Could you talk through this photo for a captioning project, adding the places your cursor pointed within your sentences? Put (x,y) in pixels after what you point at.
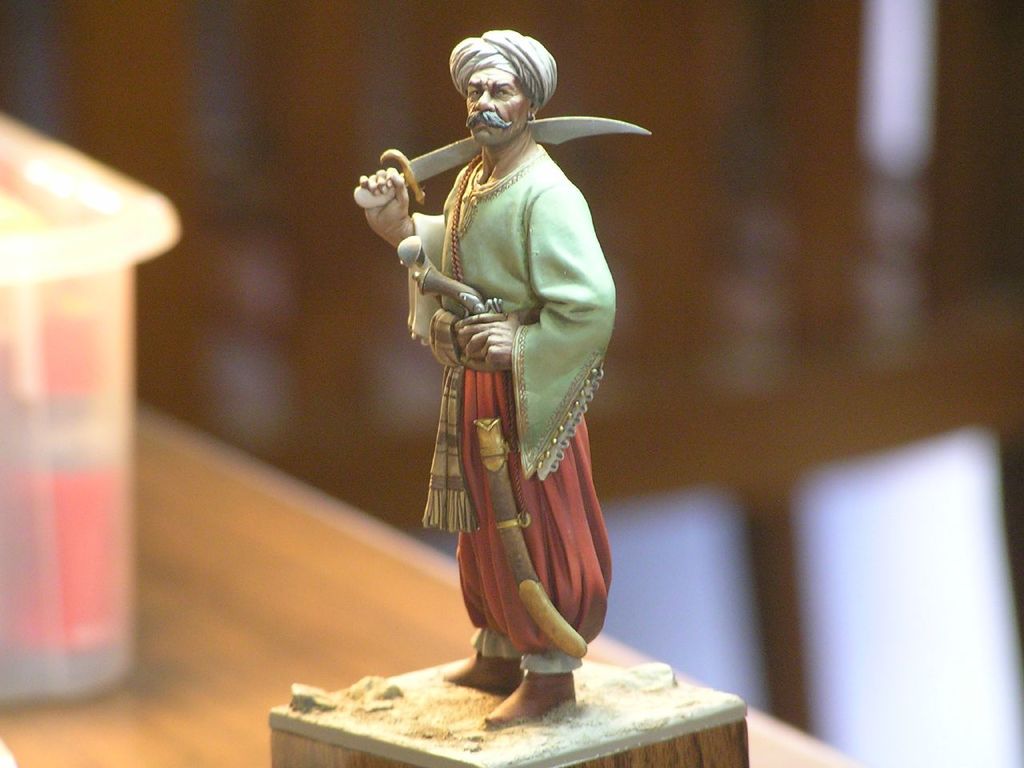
In this picture there is a sculpture (536,254) of a person (534,237), he is standing and holding the sword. There is a sculpture (744,711) and box (43,518) on the table (221,684). At the back (1018,337) the image is blurry.
